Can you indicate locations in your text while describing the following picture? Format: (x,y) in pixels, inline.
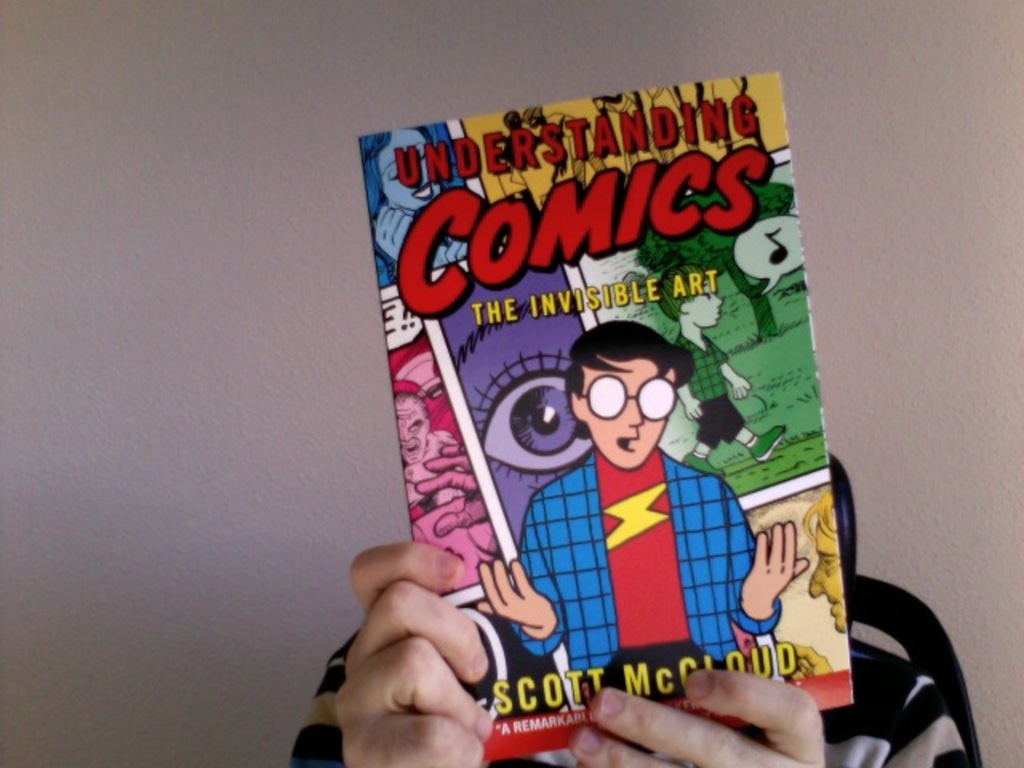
In this picture, we see the hands (424,679) of a man (871,692) is holding a comic book (569,302) which is in blue, pink, green, violet, red and yellow color. We see some text (576,153) written on the book (739,453). Behind the book (739,453), we see a black chair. We see a person (403,621) is sitting on the chair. In the background (860,532), we see a wall (312,358) in white color.
